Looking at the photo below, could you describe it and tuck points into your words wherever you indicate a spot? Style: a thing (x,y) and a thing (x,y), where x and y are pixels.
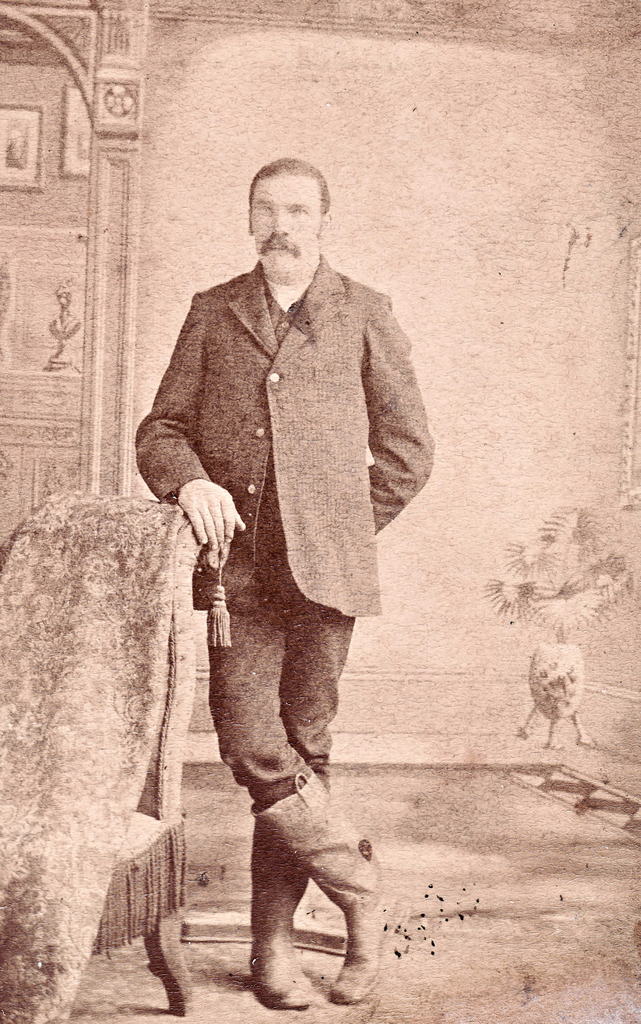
It is a black and white picture. In the image in the center (287,441) we can see one man (247,447) standing. And on the left side of the image (44,886), we can see one sofa (118,899) and blanket (90,690). In the background (210,245) there is a wall (489,97), pillar (118,200), plant pot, floor (448,815) and photo frames (25,184).
